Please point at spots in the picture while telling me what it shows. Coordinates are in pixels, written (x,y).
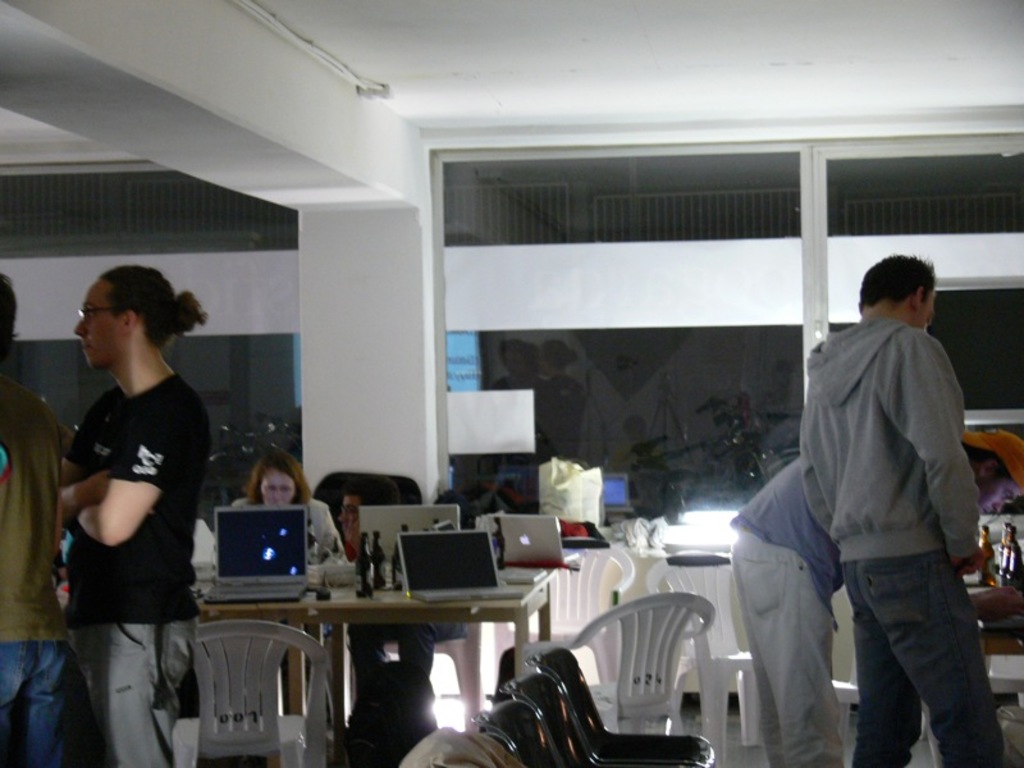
In this image there are four people (739,555) standing and woman (282,470) is sitting on the chair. On the table (375,591) there is a laptop (463,546). At the background (747,213) we can see a glass window (537,313) and a pillar (374,306).
